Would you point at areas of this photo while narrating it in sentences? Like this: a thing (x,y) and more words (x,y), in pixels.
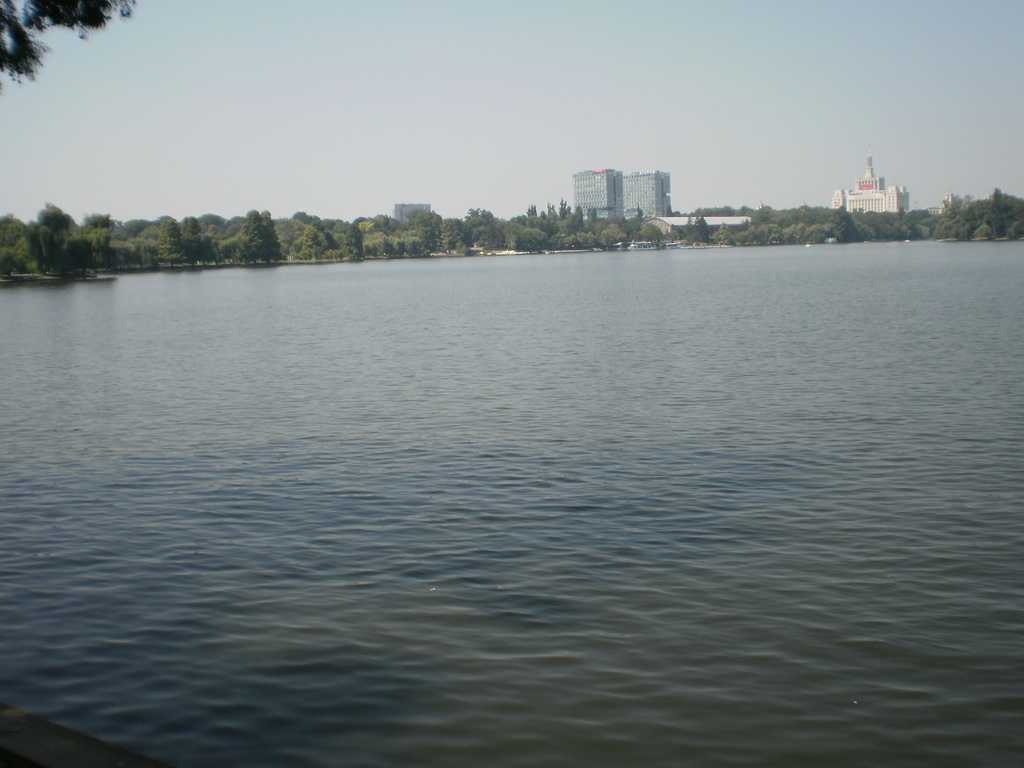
In the foreground (706,328) there is a water body (175,345). In the middle of the picture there are trees (569,232) and buildings (591,189). At the top (318,80) there is sky (475,112).
